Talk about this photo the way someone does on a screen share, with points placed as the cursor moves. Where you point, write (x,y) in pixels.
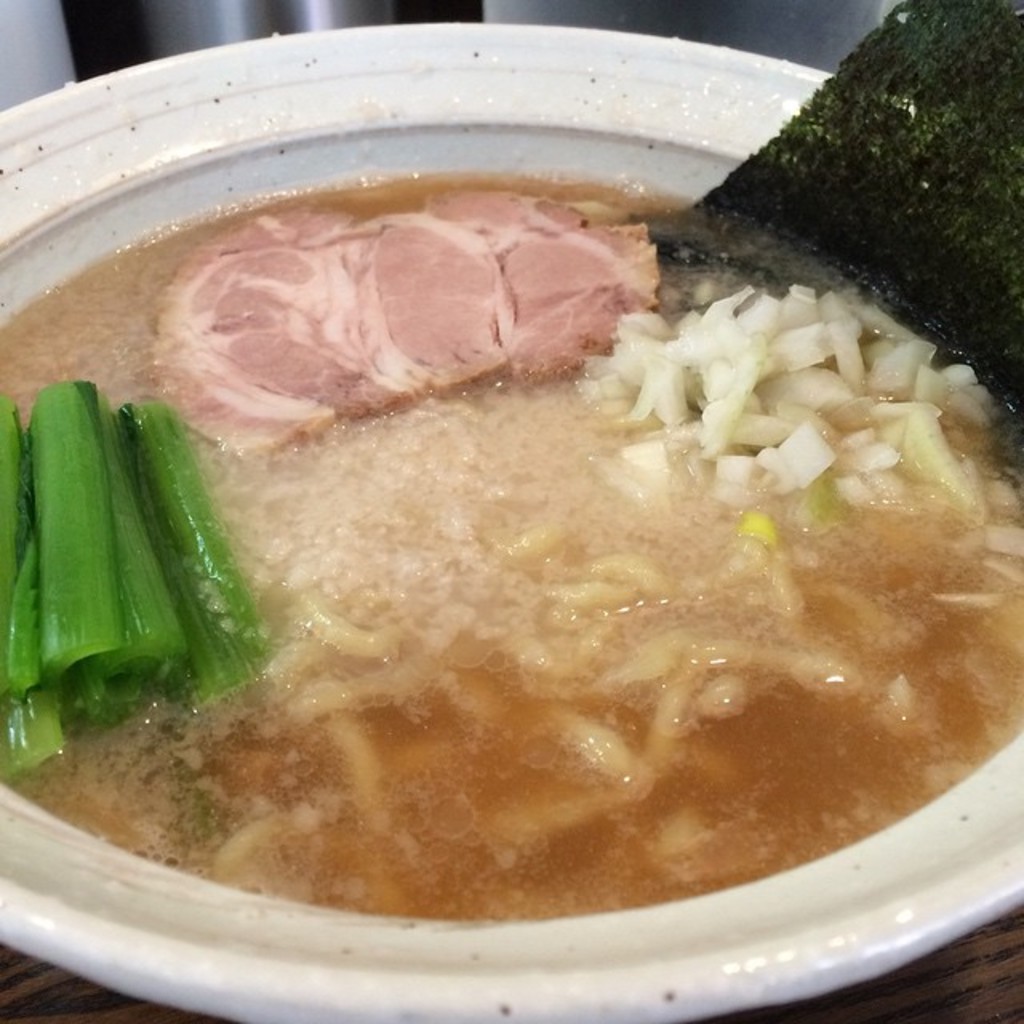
In this picture I can see food (492,609) in the bowl (75,244) and I can see a table (55,982).
